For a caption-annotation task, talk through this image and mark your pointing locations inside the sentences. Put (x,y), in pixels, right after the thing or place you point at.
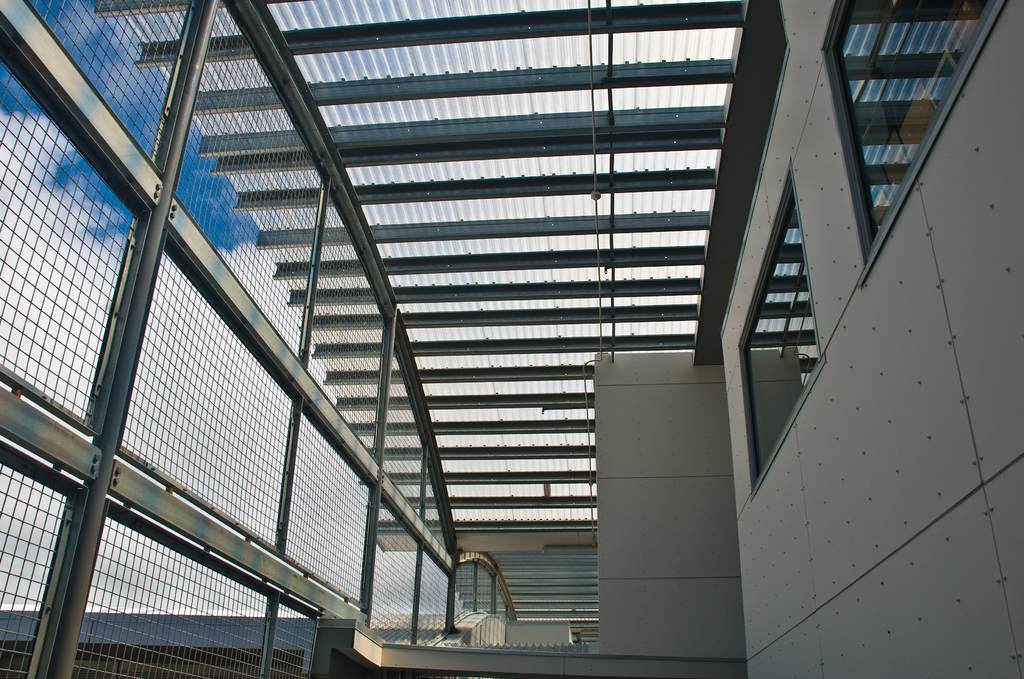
In this image I can see the inner part of the building (701,531) and I can also see few windows (945,103) and grills (155,382). Background (59,389) the sky (13,204) is in white and blue color.
